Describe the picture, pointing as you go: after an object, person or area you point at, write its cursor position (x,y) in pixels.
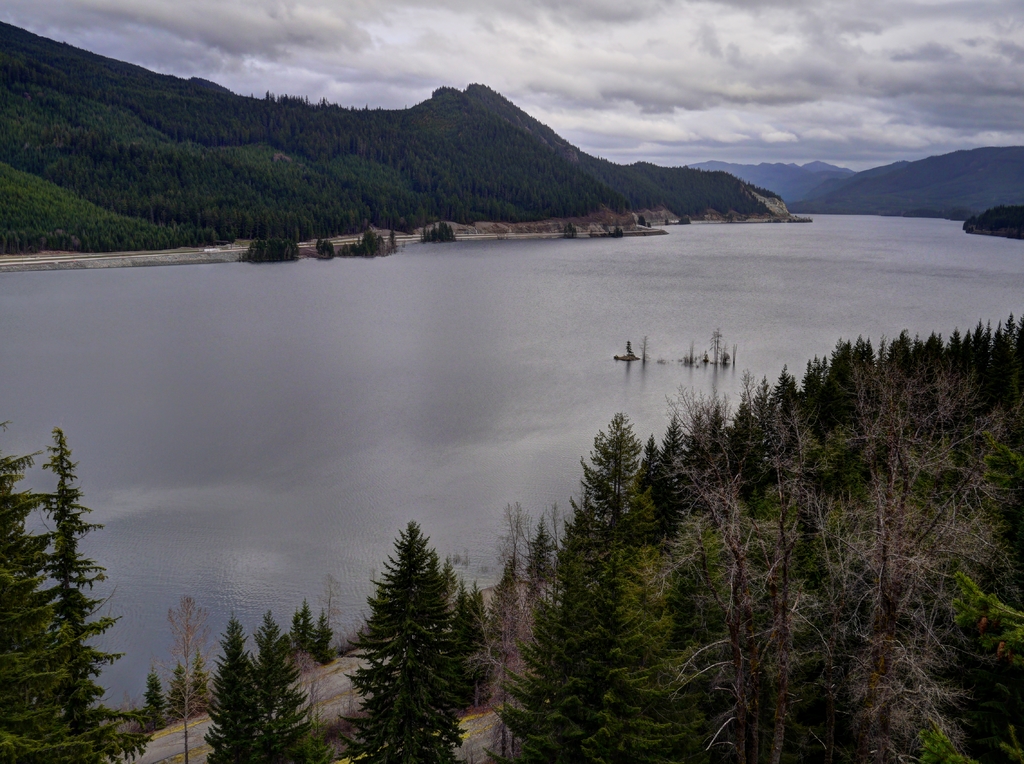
We can see trees (1004,675) and water (379,309). In the background (605,158) we can see hills (190,125), trees (193,112) and sky (597,2) with clouds (668,29).
